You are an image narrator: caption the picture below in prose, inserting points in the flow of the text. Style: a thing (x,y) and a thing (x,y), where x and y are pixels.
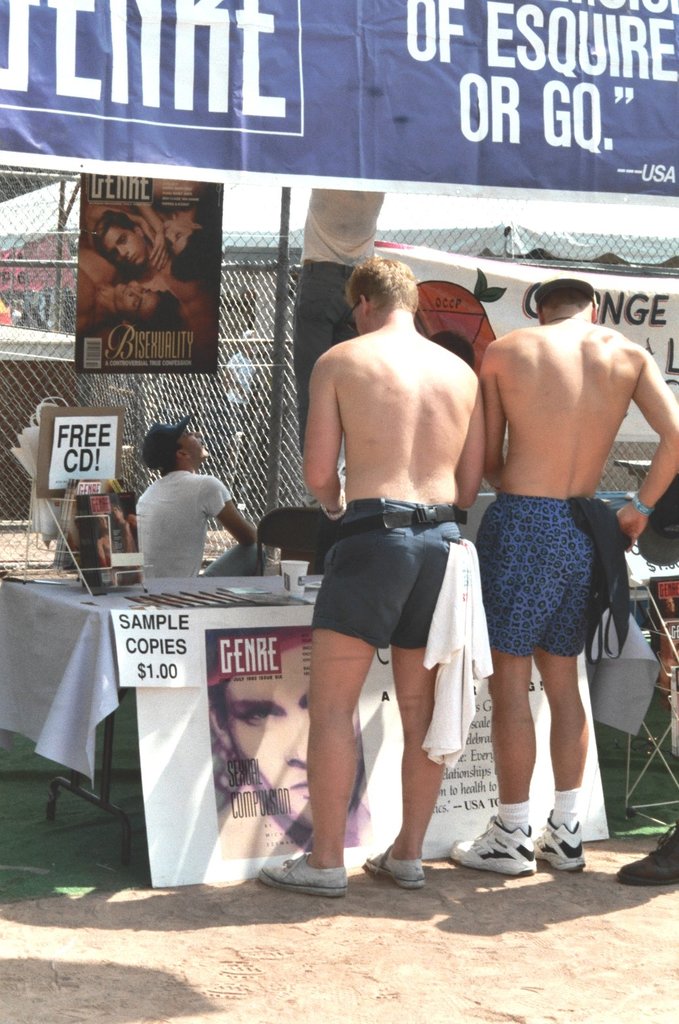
In this image there are people (567,869) standing on a land (416,912), in the background (205,620) there is a table (112,634), on that table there are few magazines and there is a banner (435,826), on that banner (435,826) there is some text (240,775), at the top (20,62) there is a roof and a banner (151,104) on that banner (342,107) there is some text (493,57), in the background (174,284) there is fencing (219,348) and there are posters (93,293).
